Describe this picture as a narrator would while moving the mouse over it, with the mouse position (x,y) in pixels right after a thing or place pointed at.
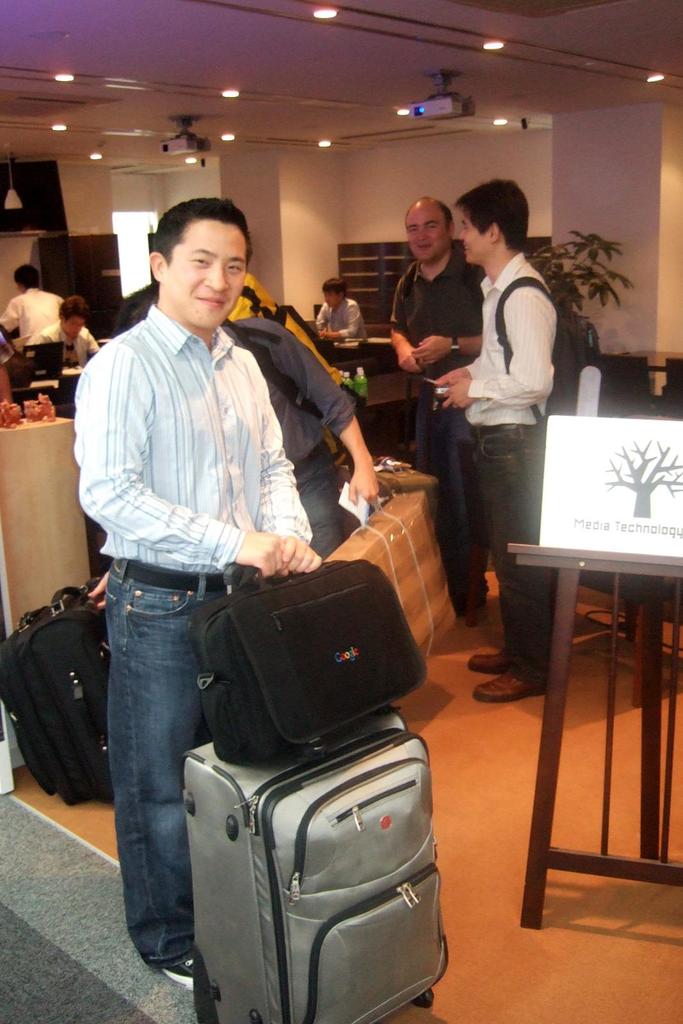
In this image there are group of people (108,539) who are standing. In the middle of the image (240,385) there is one person (173,621) who is standing and he is wearing a white shirt (190,485) and he is holding a bag (297,664) and suitcase (333,849) and in the right side of the image (559,667) there is one table (569,566) on that table (612,564) there is one board (593,466) and on the top of the image (305,47) there is one ceiling (293,69) and some lights (486,47) are there. On the ceiling (305,41) and on the top of the right corner (600,282) there is one plant (591,266) and on the top of the left corner (31,215) there is one monitor (45,187) and in the middle of the image (377,381) there are some tables (384,395) and chairs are there.
